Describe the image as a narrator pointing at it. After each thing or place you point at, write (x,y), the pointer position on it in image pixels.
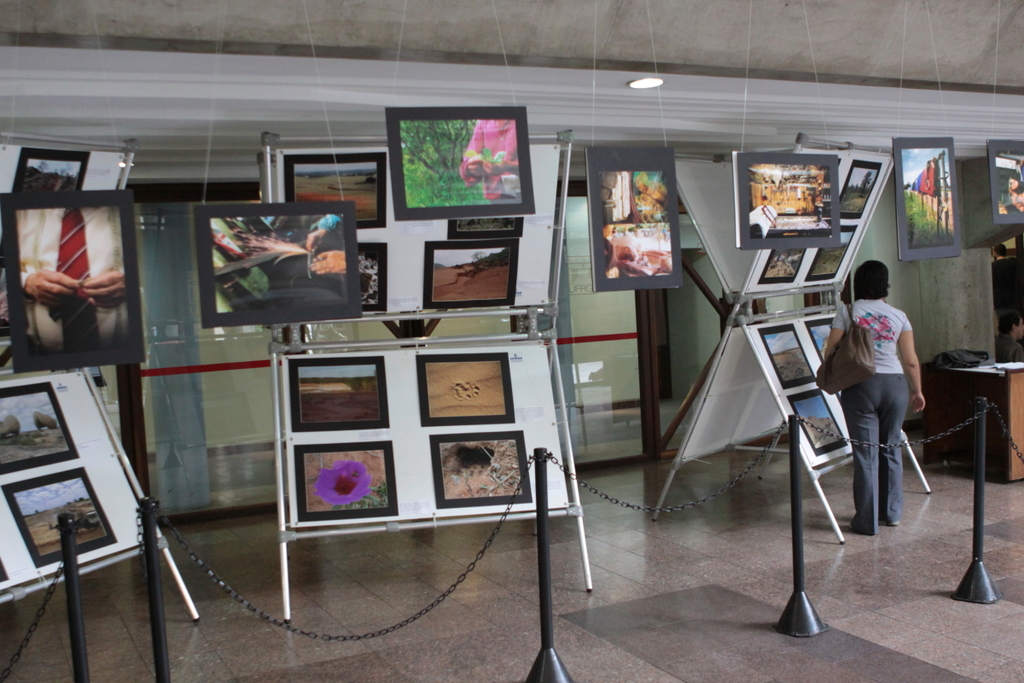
In the image there are many paintings (360,301) hanging to the wall (677,326) and on boards (534,364). A woman (871,322) standing on the right side (855,407) looking at the paintings (91,533), in the front (76,553) there is fence (549,655), there is light (659,79) over the ceiling (664,77).
